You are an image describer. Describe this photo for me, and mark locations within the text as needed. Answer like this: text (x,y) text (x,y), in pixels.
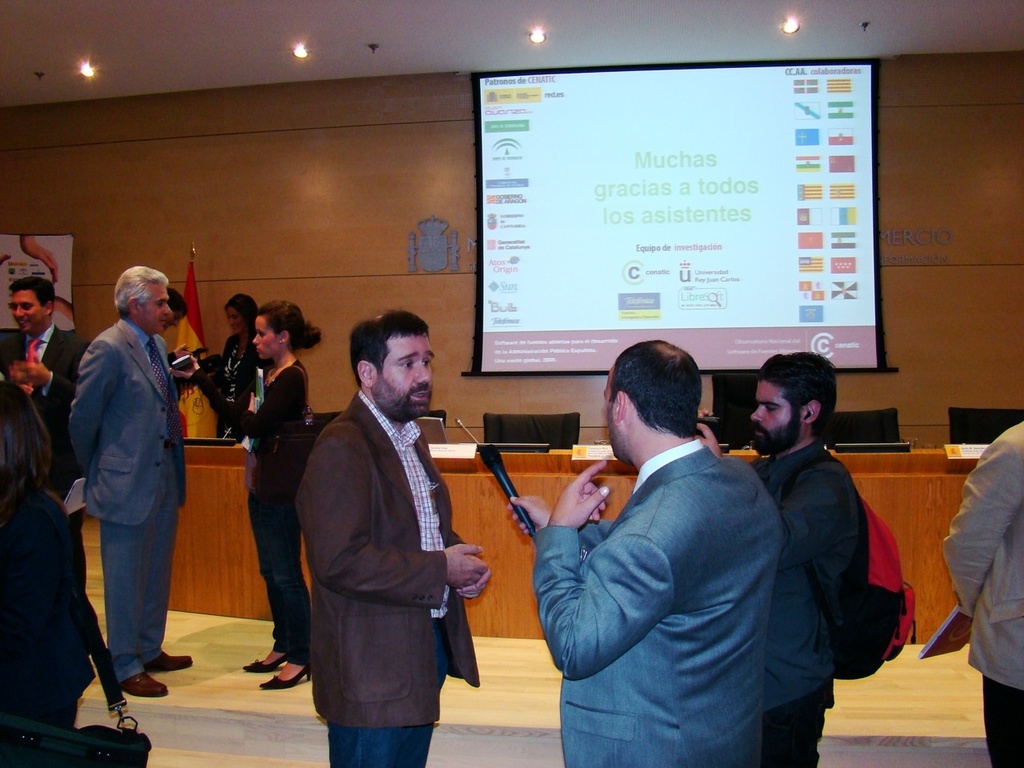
In the foreground of the image (339,414) there are people (291,394). In the background of the image (468,147) there is a wooden wall (281,226). There is a screen (643,191). At the top of the image (488,16) there is a ceiling (70,17) with lights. There is a table (477,471) and chairs (884,415). To the left side of the image (193,416) there is a flag (185,405).
